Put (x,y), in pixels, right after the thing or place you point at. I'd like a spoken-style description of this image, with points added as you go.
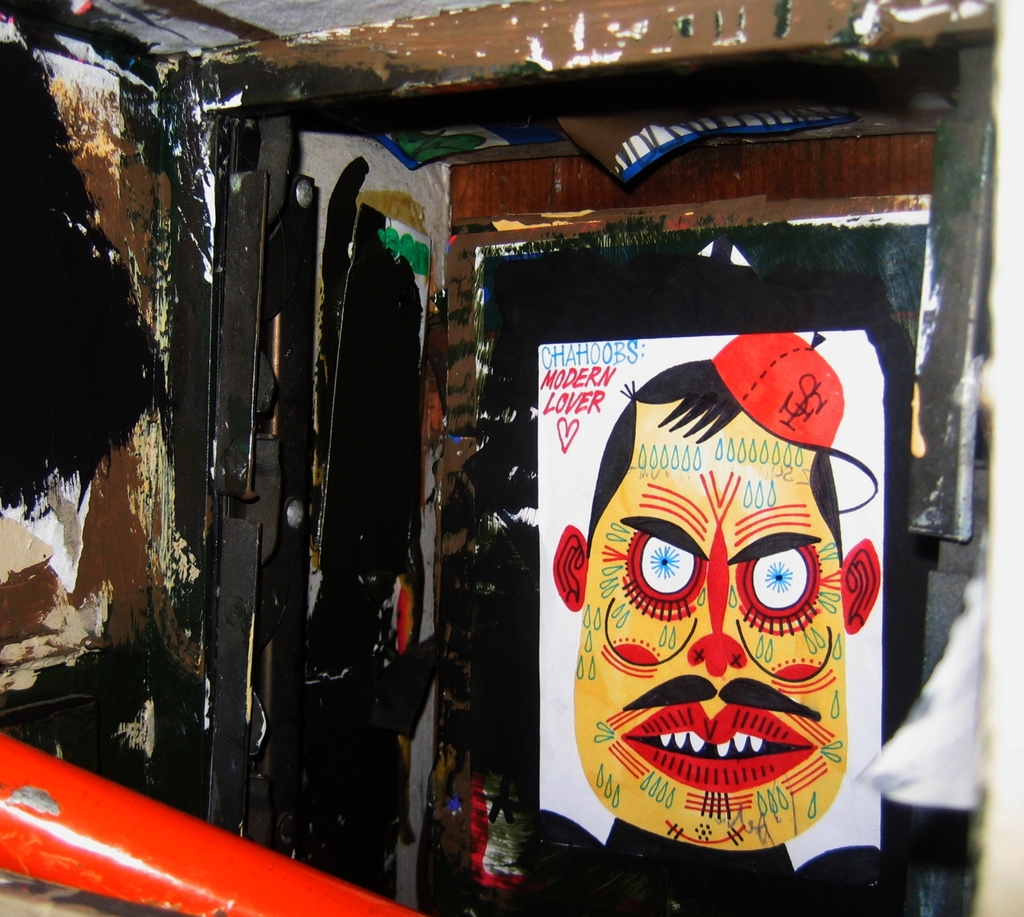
In this picture we can see a wall (77,384) on the left side (100,332), at the left bottom (53,792) there is a metal rod (64,806), on the right side (740,620) we can see a paper (640,683), there is a painting (727,554) and handwritten text (600,385) on the paper (600,384).
